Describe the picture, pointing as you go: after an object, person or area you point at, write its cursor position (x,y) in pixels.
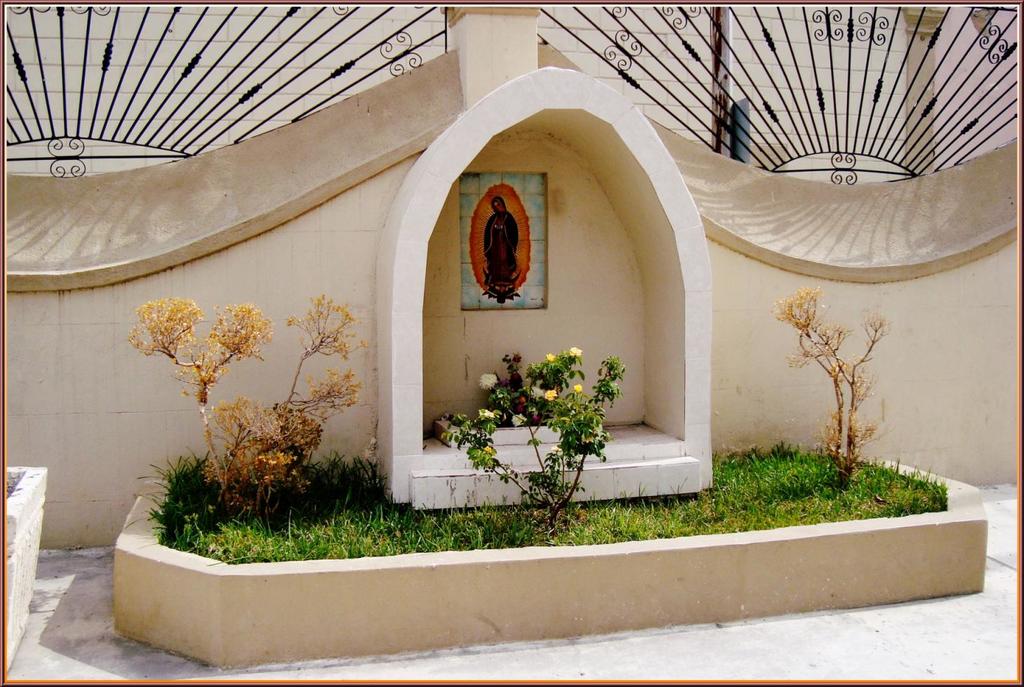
In this image there is a wall (105,242) to that wall (79,439) there is a virgin mary photo (509,207) and grassland (472,534) and plants (245,472), in the top (447,39) there is iron fence (364,74) for the wall (787,401).
